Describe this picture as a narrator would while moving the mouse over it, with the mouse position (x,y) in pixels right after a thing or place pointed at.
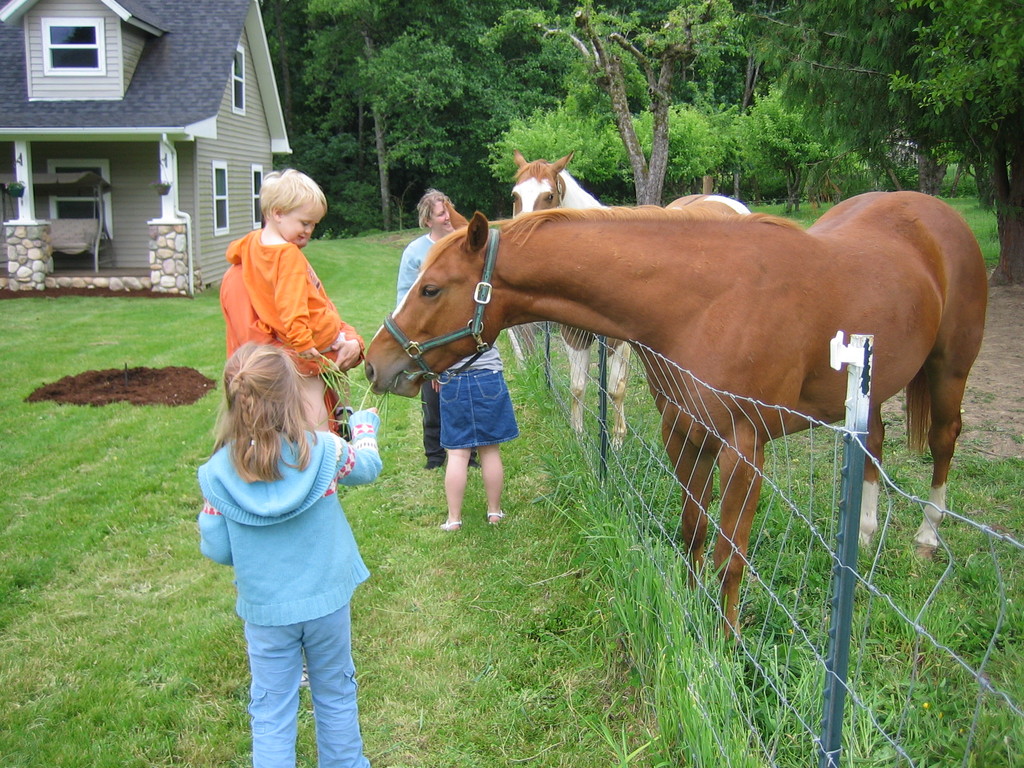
In this image, we can see two horses (637,289) are near to the wire fencing (765,556). Here a horse (424,359) is eating grass (398,403). In the middle of the image (472,379), we can see few people (313,383). Here a person (245,334) is carrying a child (287,282). At the bottom (103,720), we can see grass (590,727), few plants (664,710). Background (234,205) there are so many trees (997,178), house (251,207), wall (203,219), pillars (159,233), windows (256,185) and swing bench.
